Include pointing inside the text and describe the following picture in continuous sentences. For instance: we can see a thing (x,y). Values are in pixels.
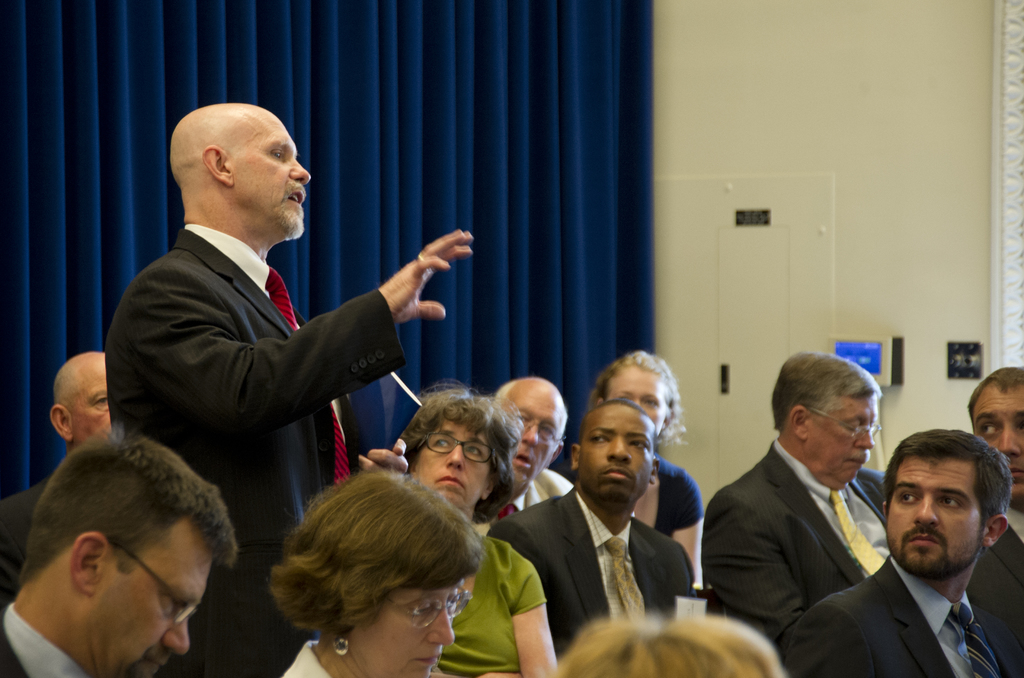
In this picture I can see a few people (630,549) sitting. I can see a person (335,452) standing. I can see the curtain (326,145).
